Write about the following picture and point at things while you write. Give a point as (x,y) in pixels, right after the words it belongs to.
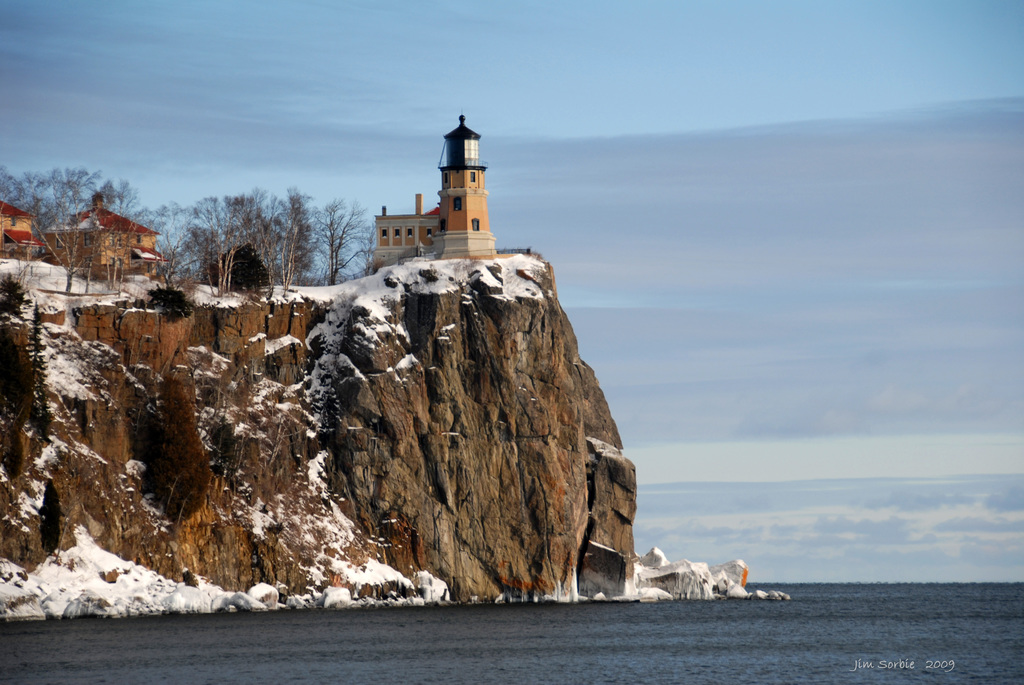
In this image, on the left (192,243), there are trees (212,230), buildings (473,221) on the mountain (381,293) covered with snow (354,305) and at the bottom (680,653), there is water (776,651).
